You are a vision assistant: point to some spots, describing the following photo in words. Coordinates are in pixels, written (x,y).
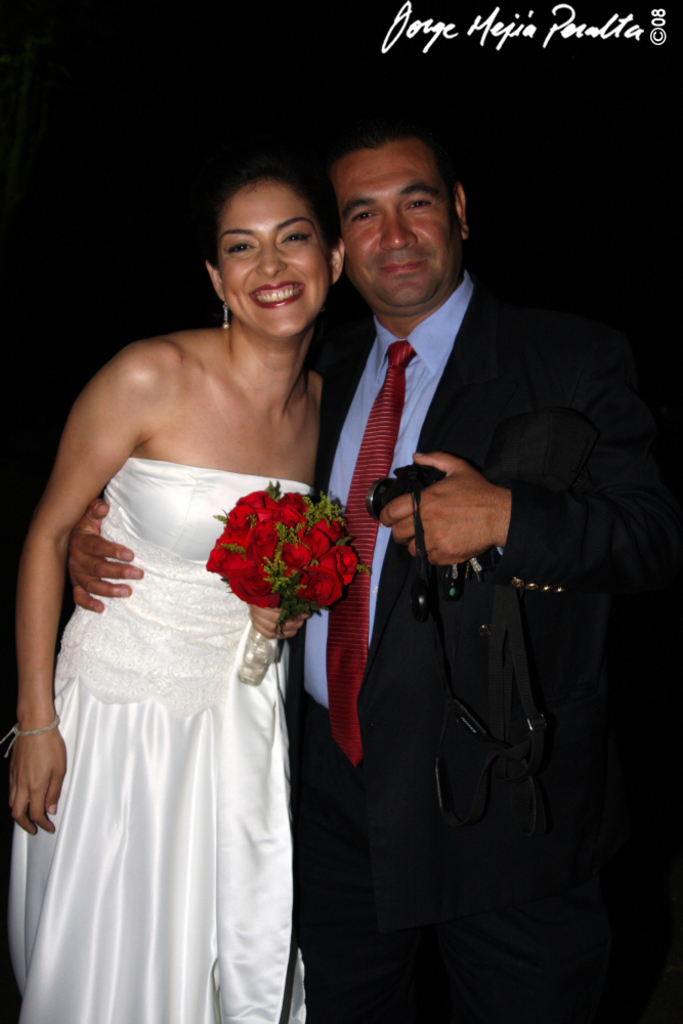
In the picture we can see a man (368,265) and a woman (188,777) standing together and smiling, woman (138,768) is in a white dress (288,895) and holding some red color flowers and man (417,881) is holding a camera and he is in blazer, tie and shirt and behind them we can see dark.
